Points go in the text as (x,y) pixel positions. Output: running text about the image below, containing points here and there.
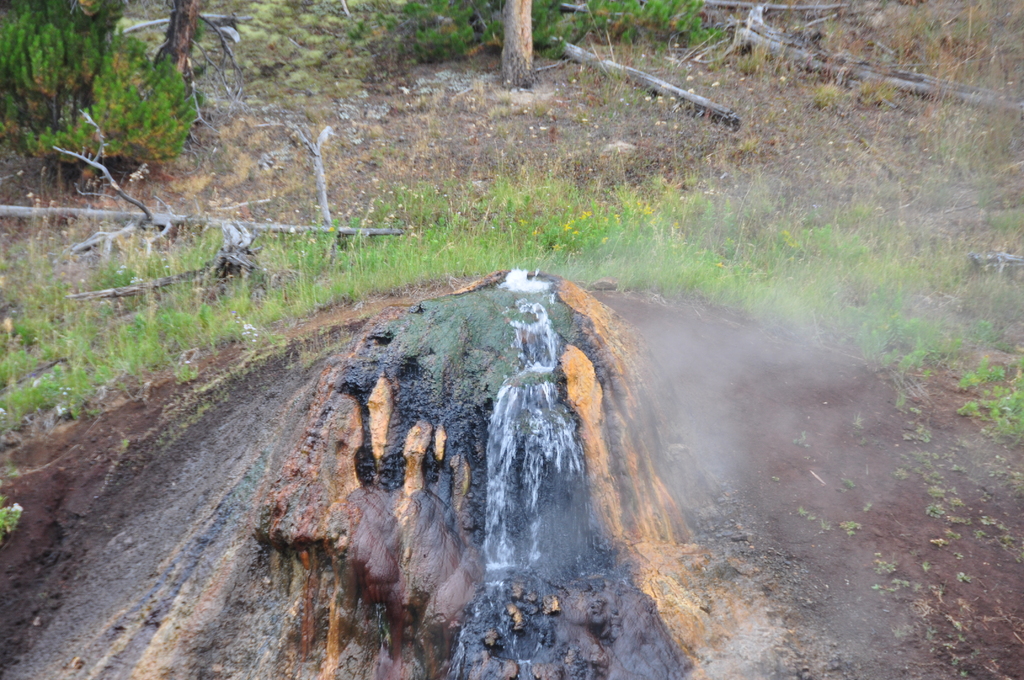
In the center of the image (455,425) there is rock (457,377). In the background of the image (529,21) there are tree trunks (519,56). There is grass (321,239).
